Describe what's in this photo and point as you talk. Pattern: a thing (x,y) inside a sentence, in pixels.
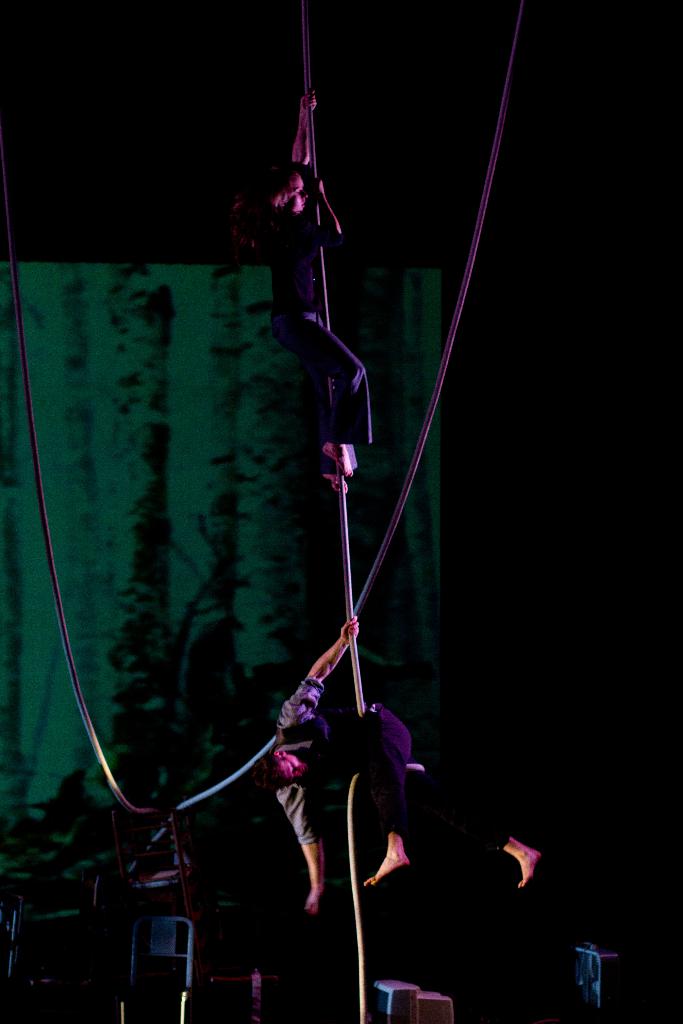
In the picture we can see a two people (311,913) are climbing a rope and behind them, we can see another rope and a curtain (121,435) which is green in color.
